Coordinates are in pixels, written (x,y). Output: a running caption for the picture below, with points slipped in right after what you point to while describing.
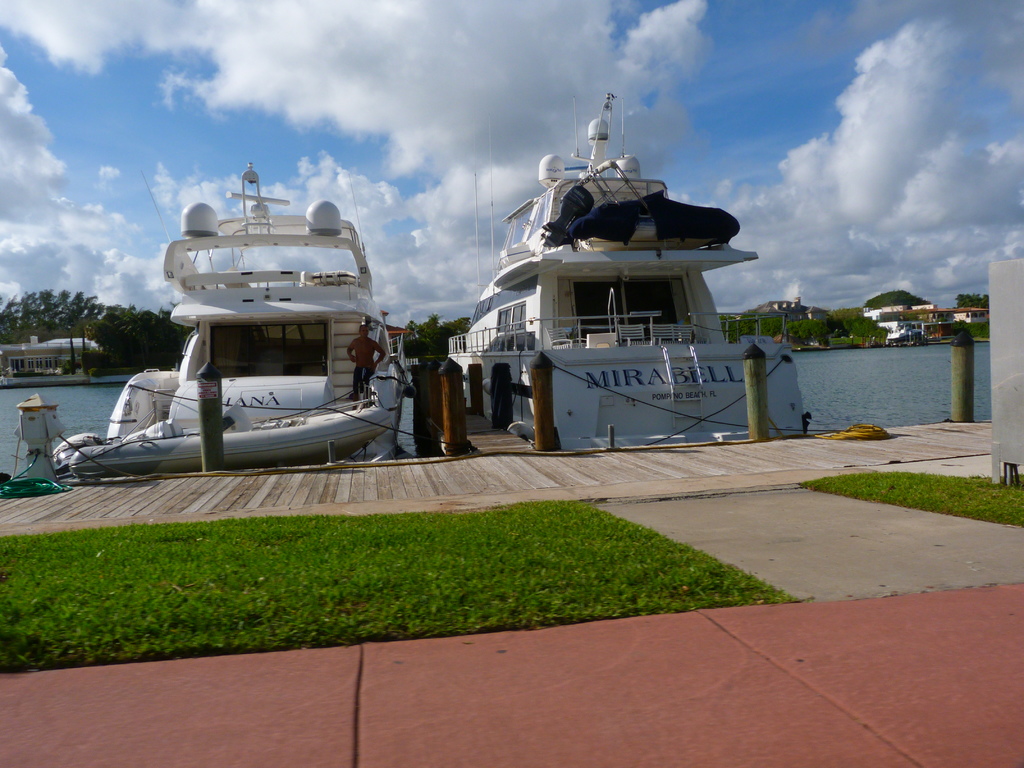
This image consists of two boats (278,349) in white color. And we can see a man (356,371) in the boat (349,435). At the bottom (493,606), there is green grass (488,540) on the ground (382,605). In the background (116,335), we can see many trees (142,320) and houses (17,346). In the middle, there is water (855,381). At the top (369,196), there are clouds (369,196) in the sky (438,46).
